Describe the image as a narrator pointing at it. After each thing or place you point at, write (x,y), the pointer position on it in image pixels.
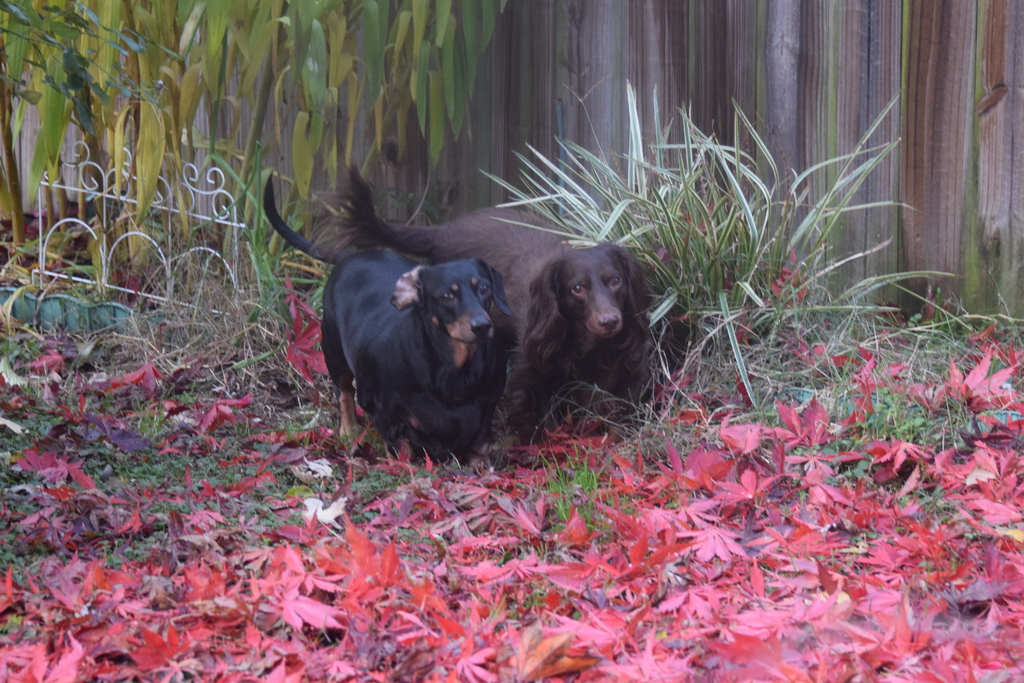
In this image in the middle (374,318) there are two dogs (408,229) looking at someone also there are many leaves (723,448) on the ground (771,454).
